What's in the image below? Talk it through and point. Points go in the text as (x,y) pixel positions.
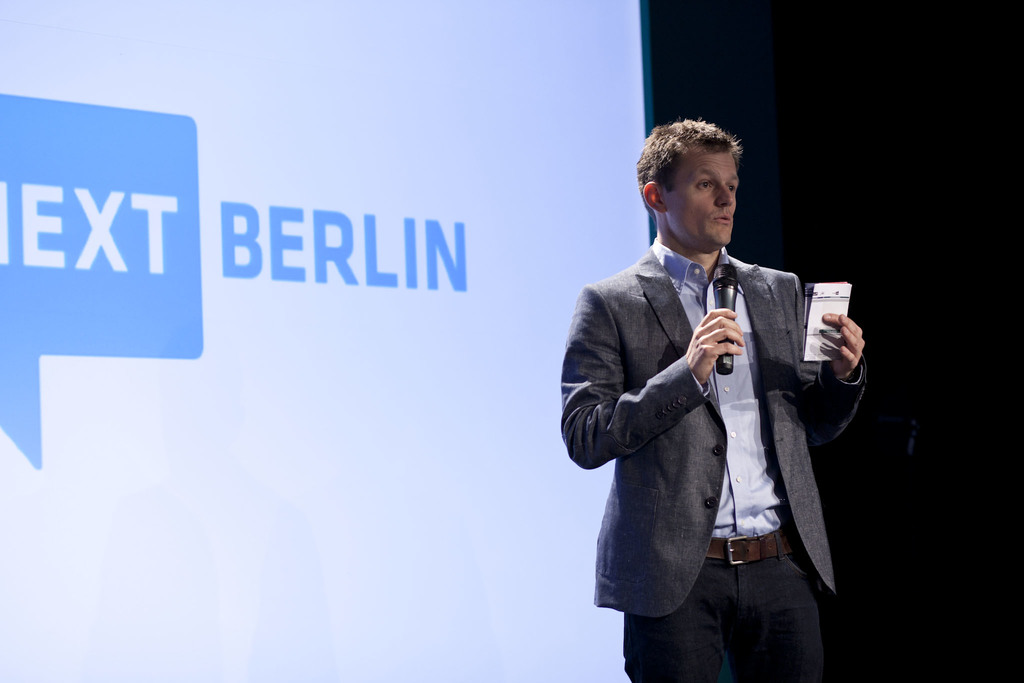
At the background (154,268) we can see a screen (259,235). Here we can see a man (635,347) standing, holding a mike (734,296) in his hand (708,354) and talking.
